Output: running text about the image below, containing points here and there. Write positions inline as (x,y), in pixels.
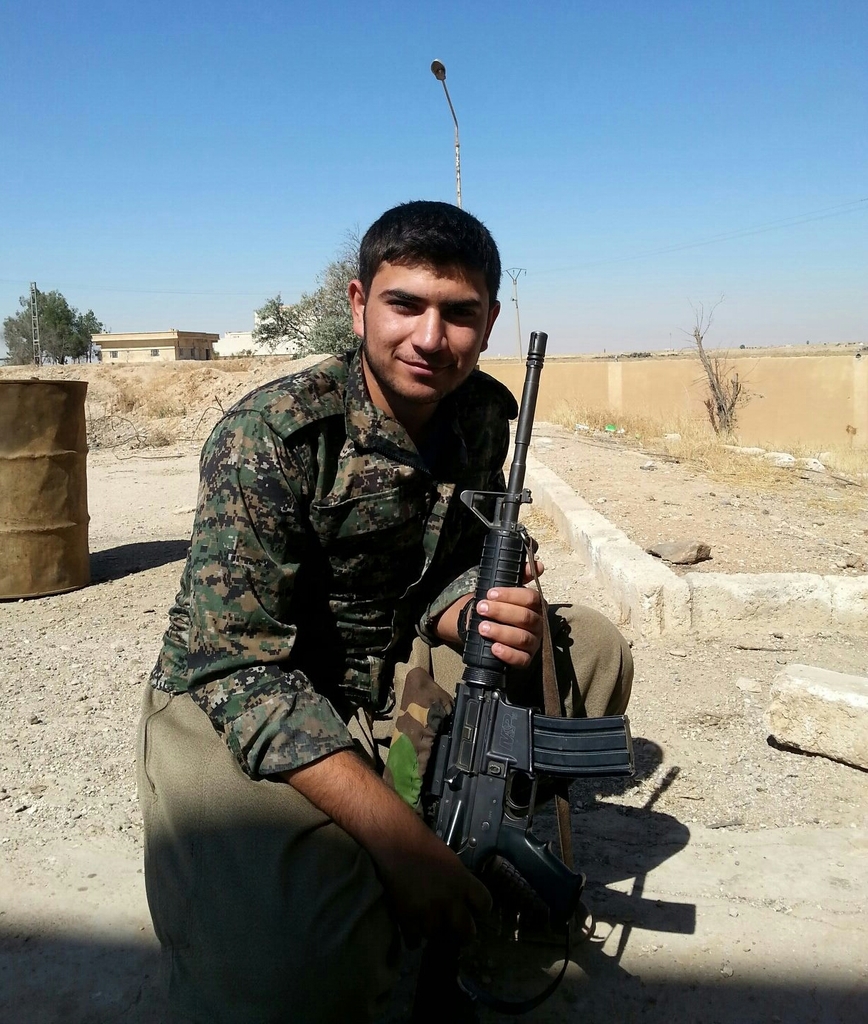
In this image in the center (322,578) there is a man (359,607) smiling and holding a gun (490,700). In the background (64,446) there is a barrel (60,445) and there are trees (257,310) and there is home (181,332) and there is a pole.
